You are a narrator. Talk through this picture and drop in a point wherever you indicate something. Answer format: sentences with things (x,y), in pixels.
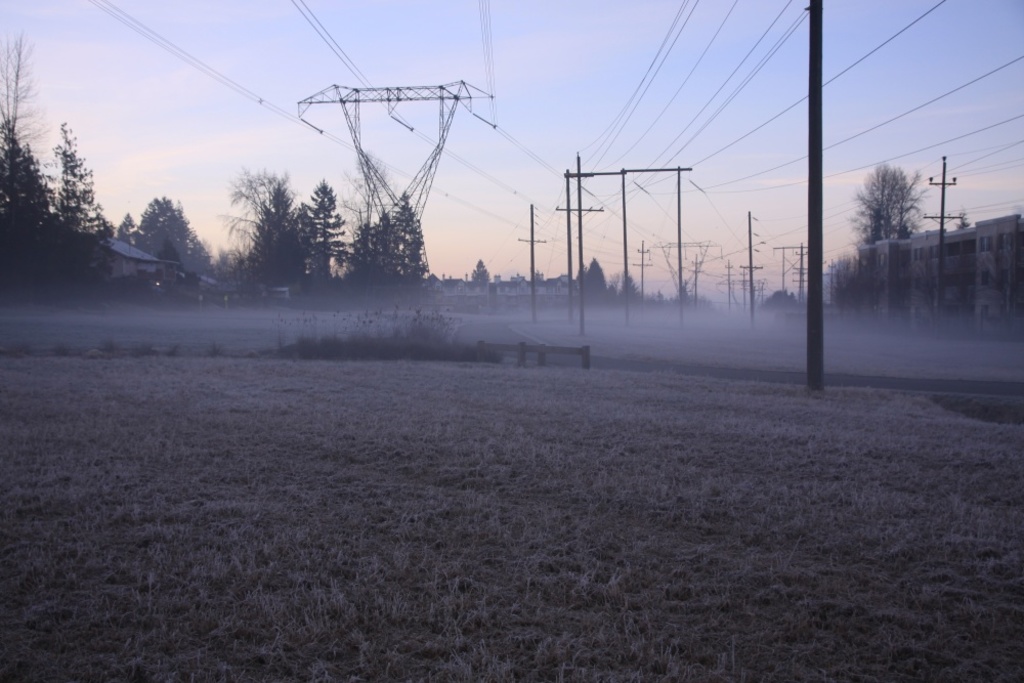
In this picture I can see there is some grass (498,521), plants (422,343) and there is a road (857,382) here. There is a building (1015,300) on to right (1002,295) and there are electric poles (565,182), towers (356,102) with cables (633,112) and there are few trees (288,184) on to left (91,254) and the sky (424,83) is clear.
